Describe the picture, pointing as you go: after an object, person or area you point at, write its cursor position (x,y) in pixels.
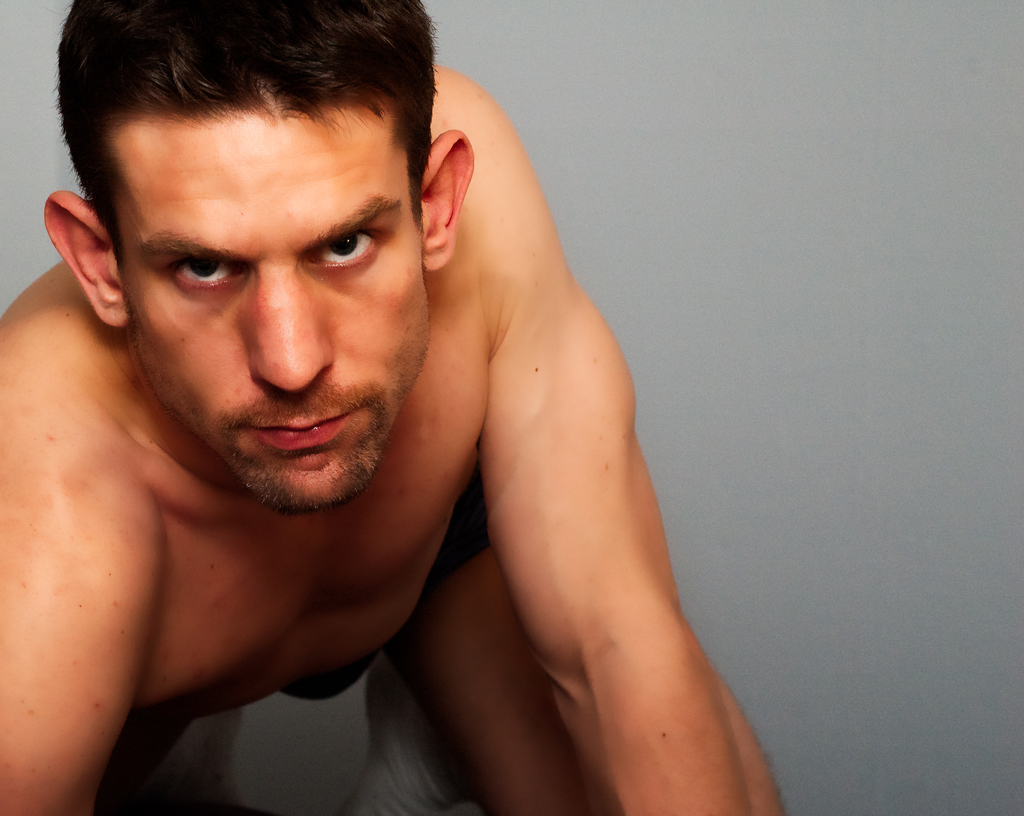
In this image I can see the person (278,350) and there is an ash color background (771,269).
